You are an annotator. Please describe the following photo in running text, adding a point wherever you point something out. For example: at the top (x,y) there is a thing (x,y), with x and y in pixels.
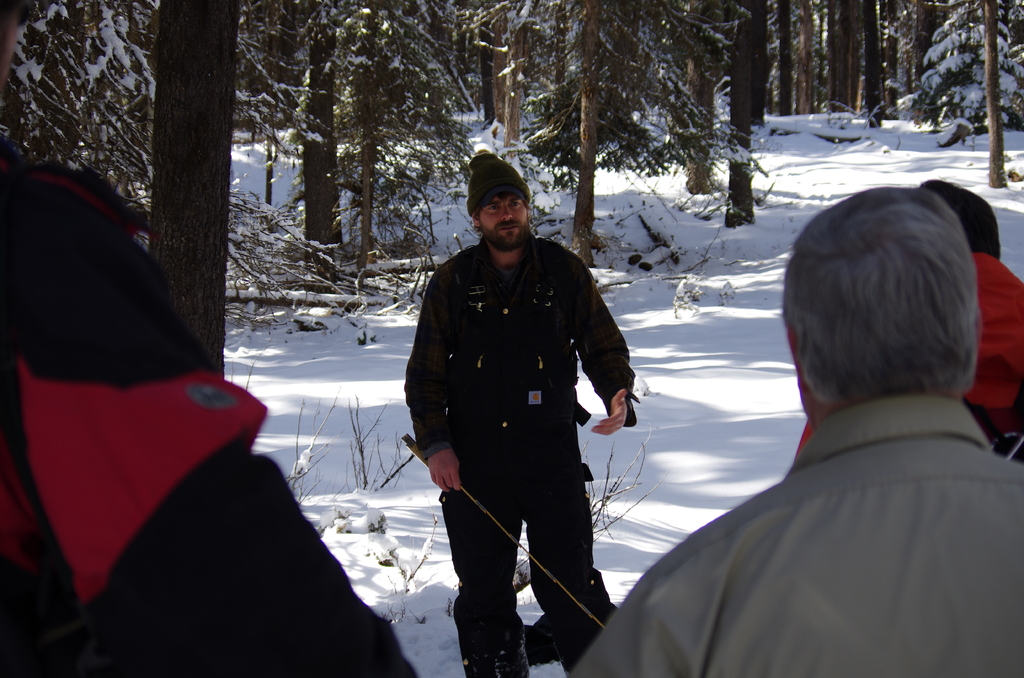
In this picture there is a person (517,320) with black jacket (514,337) is standing and holding the object (420,459) and there are group of people (946,378) standing. At the back (809,66) there are trees (701,65). At the bottom (611,489) there is snow (676,361).
